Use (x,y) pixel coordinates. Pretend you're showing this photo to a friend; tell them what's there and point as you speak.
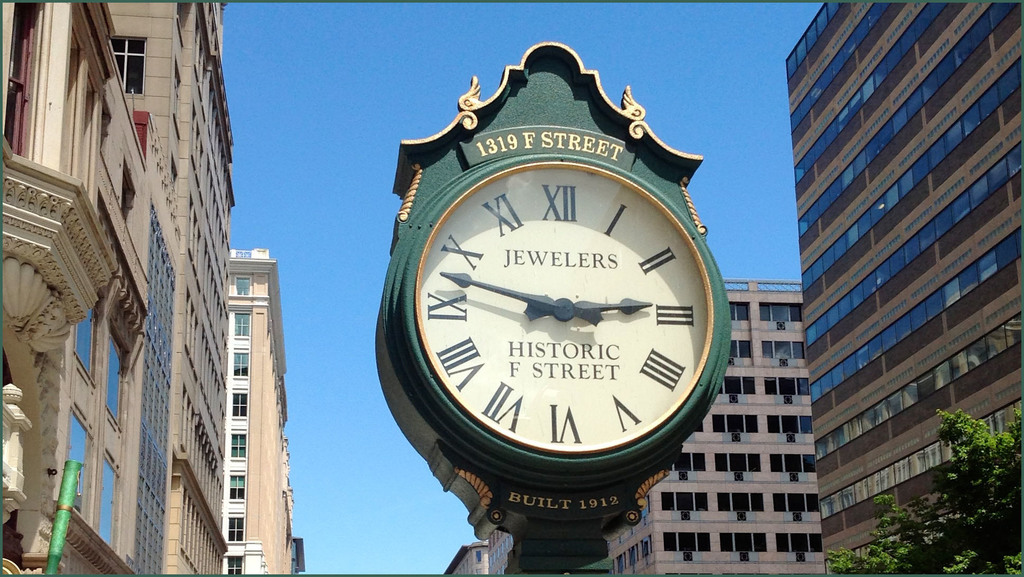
In the middle (412,368) it is a clock (622,357) in yellow and green color. There are buildings (953,112) on either side of this clock (632,385), on the right side (913,518) there are trees (897,526) and at the top (365,74) it is the sky (355,77).
